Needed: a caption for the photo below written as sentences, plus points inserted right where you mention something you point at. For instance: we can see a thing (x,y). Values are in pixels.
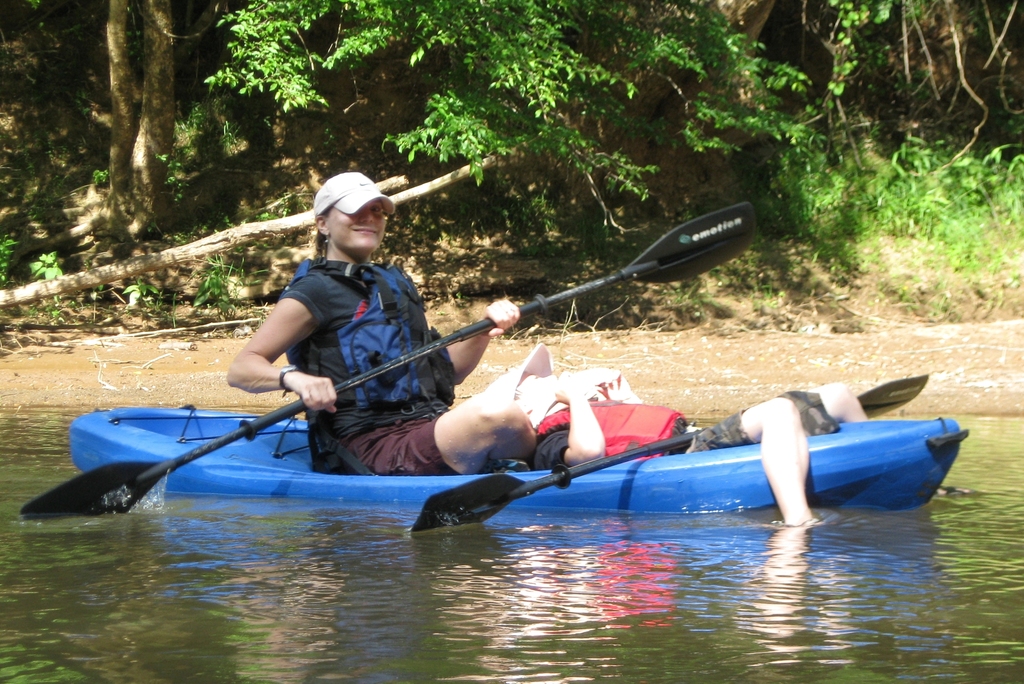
In this image there is a lady (376,361) rowing a boat (118,449) on a lake (803,580), in that boat (719,476) man (715,439) sleeping in that boat (734,470), in the background (533,111) there are trees (743,121).
